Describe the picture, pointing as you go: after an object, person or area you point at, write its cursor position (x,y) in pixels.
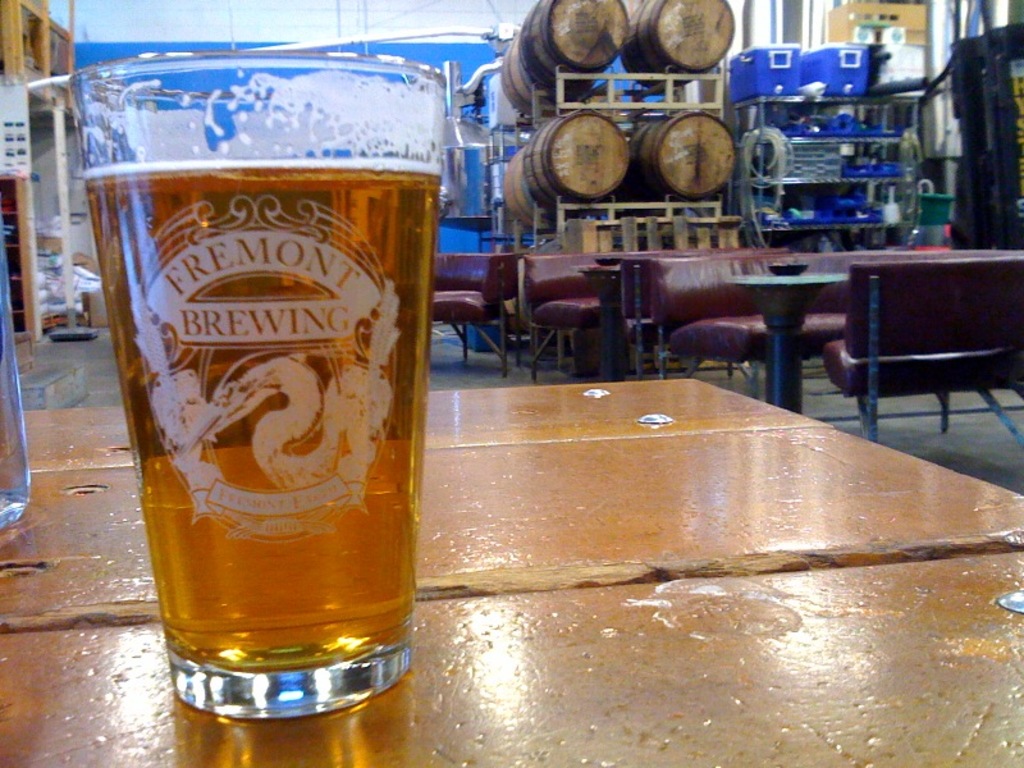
There is a glass (330,177) with drink (242,637) on a platform (528,572). Here we can see sofas (722,264), tables (603,278), and objects (575,157). This is floor (958,437) and there is a rack (885,103).
